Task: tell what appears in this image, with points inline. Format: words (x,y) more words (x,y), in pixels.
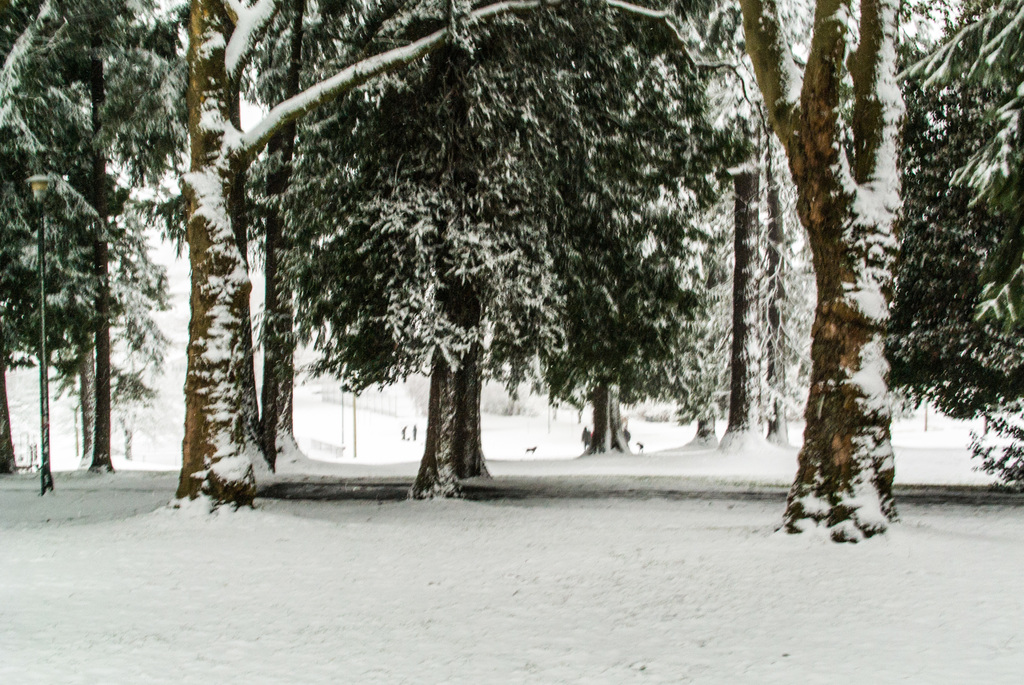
In this image I see the white snow (366,510) and in the background (465,390) I see the trees (386,301) on which there is snow (799,292) and I see 2 persons (416,429) over here.
